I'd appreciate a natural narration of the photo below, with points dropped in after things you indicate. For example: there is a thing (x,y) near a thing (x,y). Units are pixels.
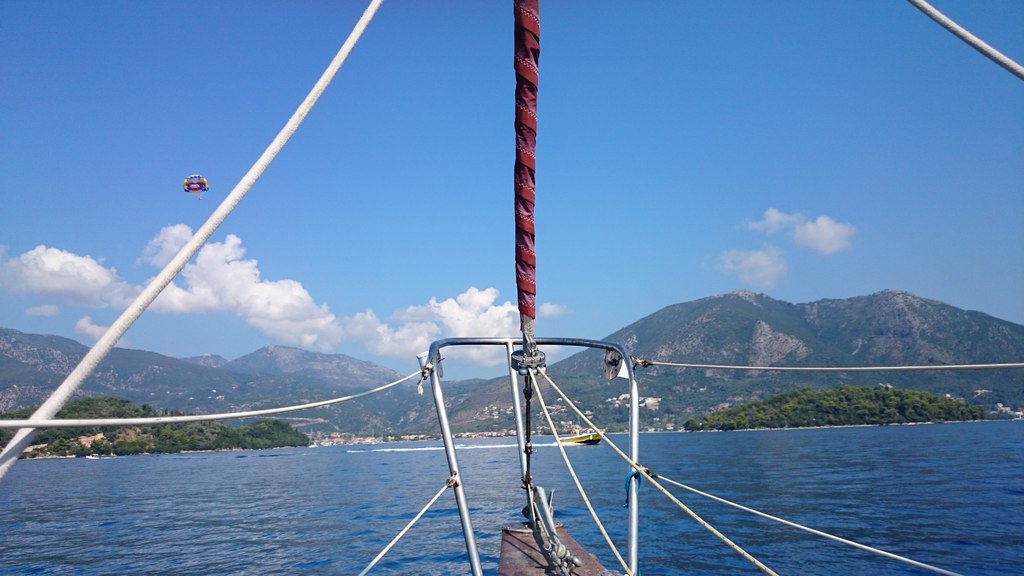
In this image there is the sky (775,115) towards the top of the image (788,126), there are clouds (106,292) in the sky (403,293), there are mountains (913,311), there are trees (769,409), there is water (279,517) towards the bottom of the image (356,519), there is a boat (582,433) on the water (579,451), there are ropes (125,317) towards the top of the image (969,33), there is an object (544,557) towards the bottom of the image (547,545).
